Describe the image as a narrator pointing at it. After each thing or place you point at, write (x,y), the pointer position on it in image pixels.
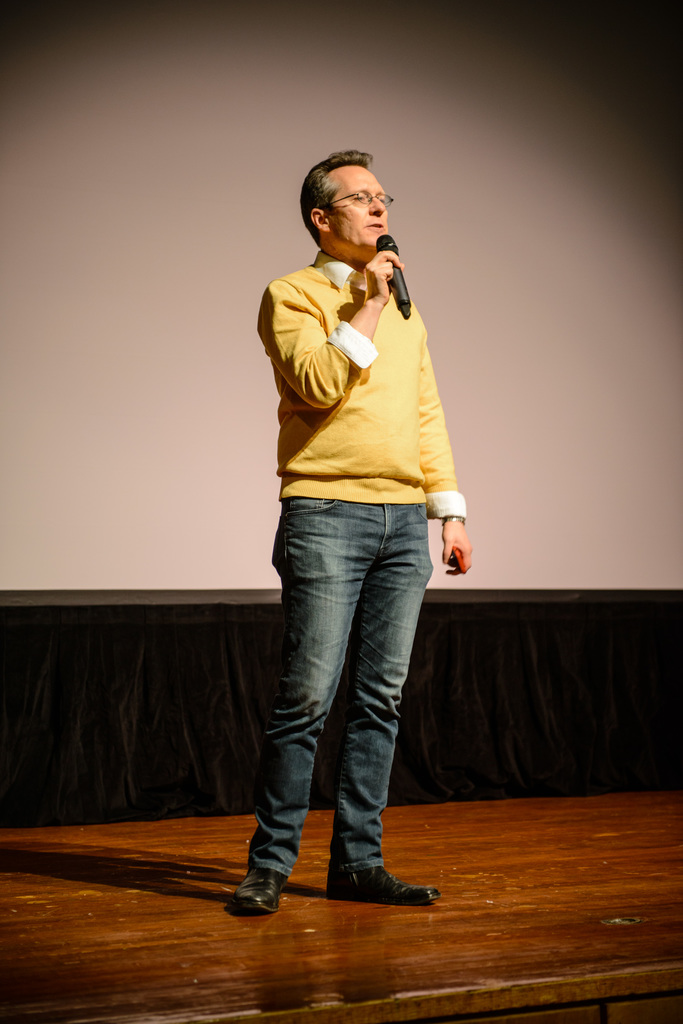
In this picture I can see a person (398,463) standing and holding mike (394,249).
